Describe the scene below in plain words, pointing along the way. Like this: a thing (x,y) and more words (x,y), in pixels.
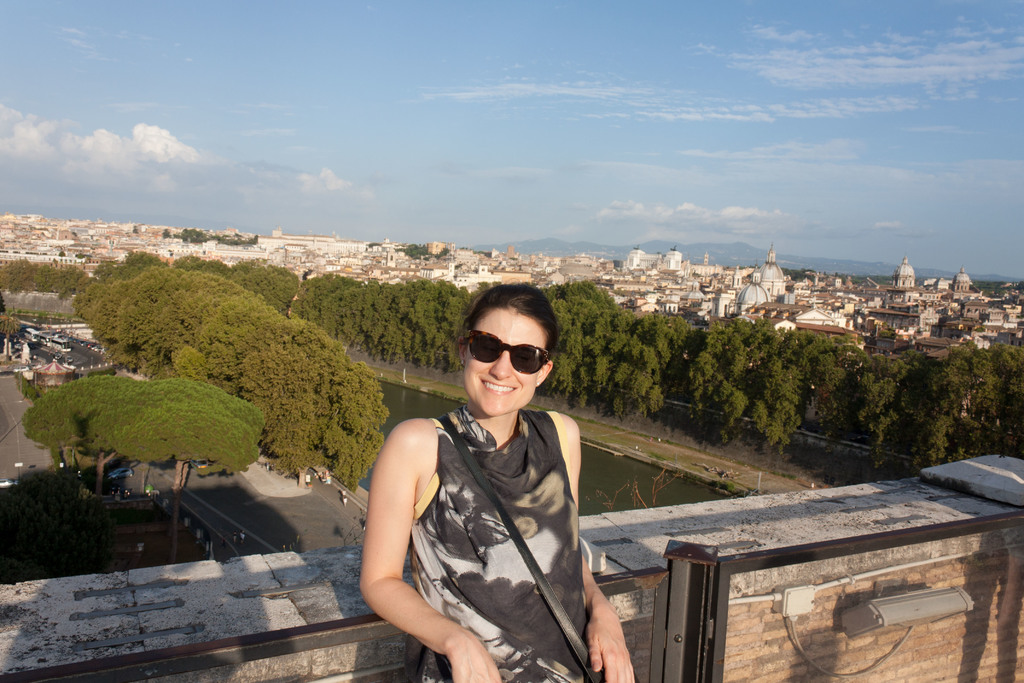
This is an outside view. Here I can see a woman (464,497) wearing a bag (518,532), goggles (491,345), standing, smiling and giving pose for the picture. At the back of her there is a railing (202,647) and a wall (261,608). She is leaning to the railing (312,638). On the left side (83,545) there are many trees (147,395) on the ground (131,516). In the background (611,483) there is a river (619,471), many buildings (714,286) and trees (844,350). At the top of the image (467,81) I can see the sky (236,161) and clouds (142,176).
